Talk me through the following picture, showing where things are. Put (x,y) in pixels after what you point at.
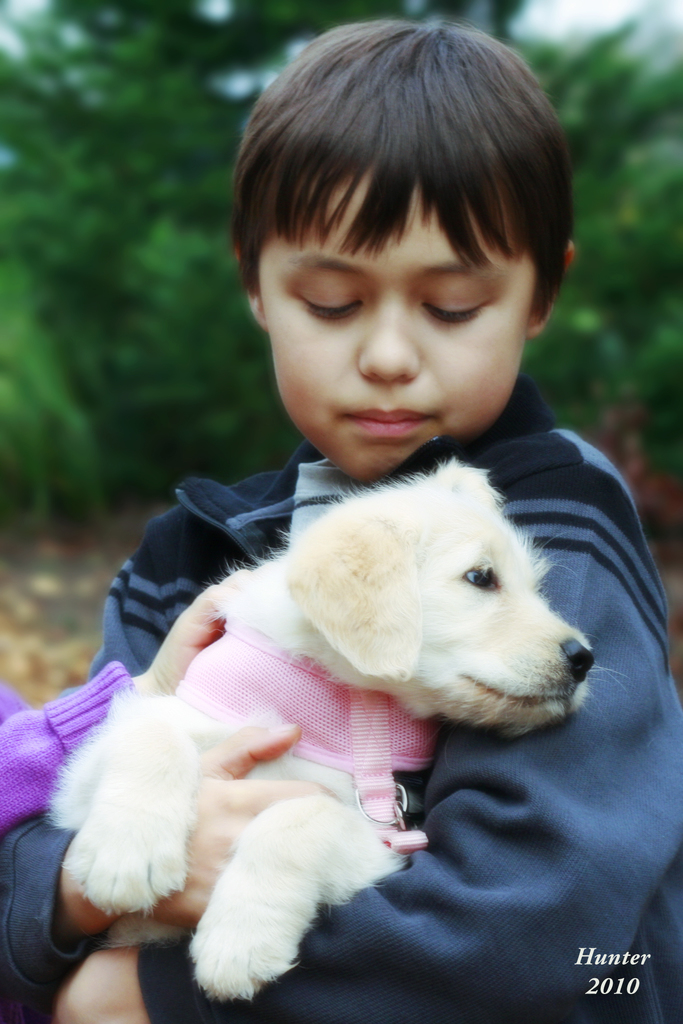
a person (580,566) is holding a white dog (436,579). behind him there are trees (117,180).
